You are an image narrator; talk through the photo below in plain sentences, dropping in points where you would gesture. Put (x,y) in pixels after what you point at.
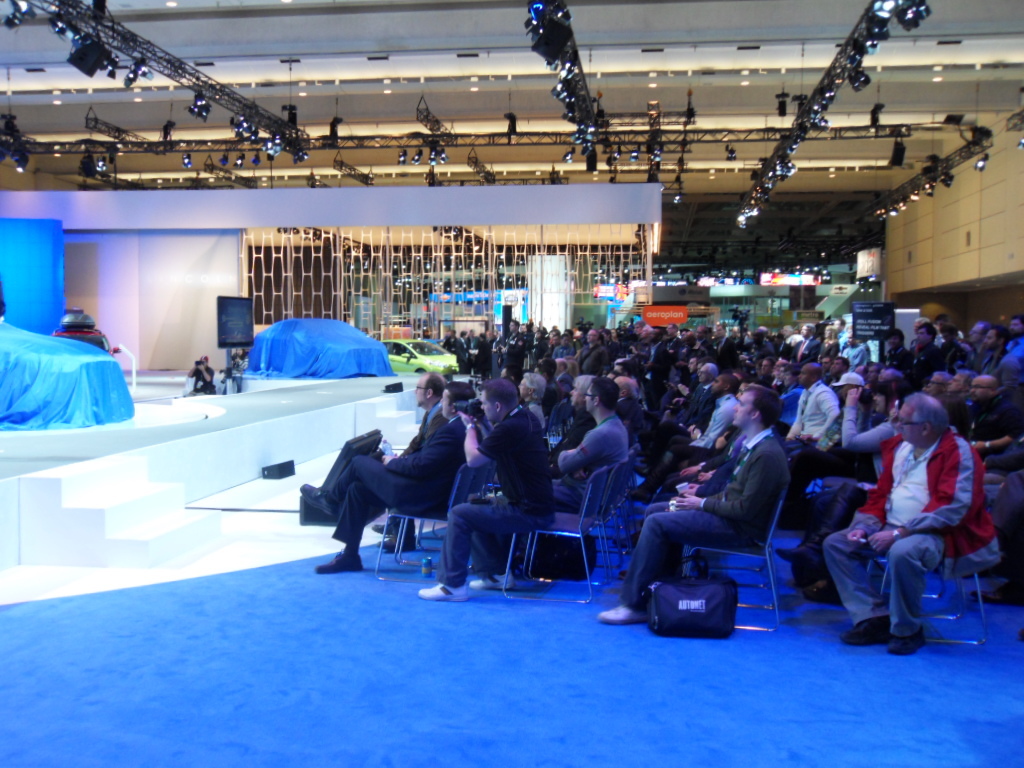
In this image, we can see persons (961,400) wearing clothes (969,524) and sitting on chairs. There are vehicles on the left side of the image (65,375) covered with plastic covers (92,365). There are lights (853,50) hanging from the ceiling (807,157) which is at the top of the image (442,75).
